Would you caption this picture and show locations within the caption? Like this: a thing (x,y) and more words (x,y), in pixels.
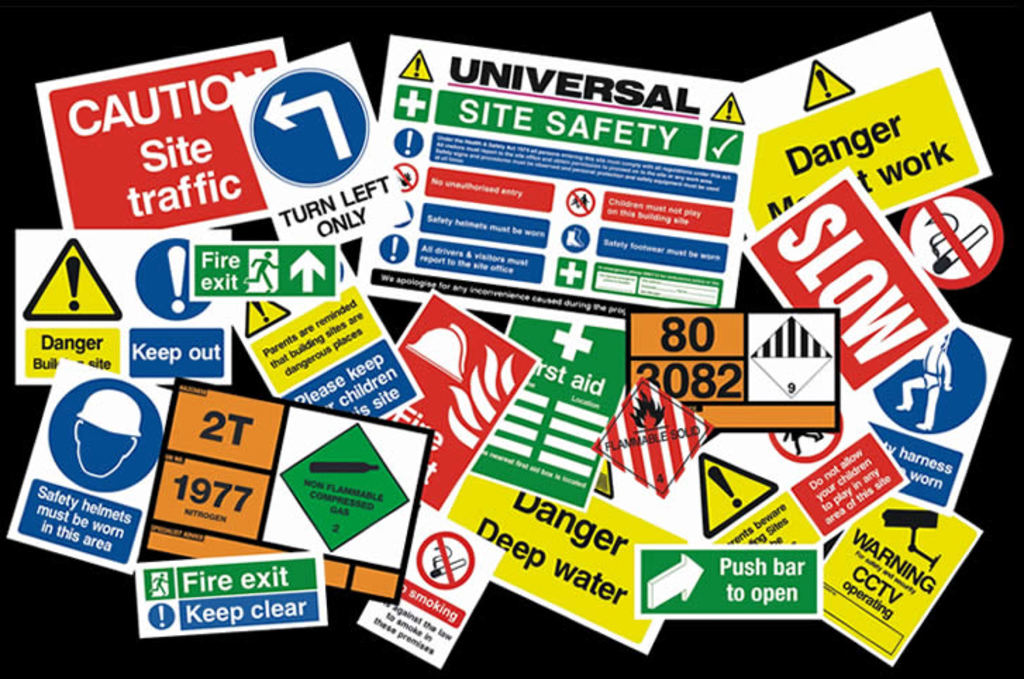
In this picture we can see some posters (563,220), there is a dark background (706,41), we can see some symbols (648,422), text (600,168) and numbers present on these posters (455,319).
